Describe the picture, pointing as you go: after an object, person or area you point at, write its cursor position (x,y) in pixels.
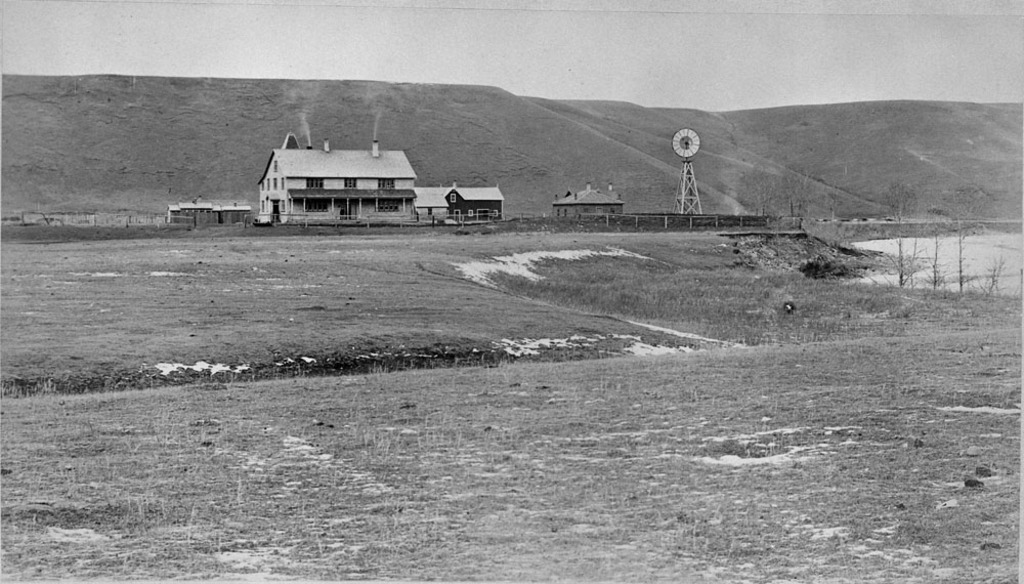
At the bottom of the image (575,546) there is grass (36,313). In the middle of the image (493,214) there are some buildings (330,156). Behind the building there is a hill (247,88). At the top of the image (340,64) there is sky (288,63).
